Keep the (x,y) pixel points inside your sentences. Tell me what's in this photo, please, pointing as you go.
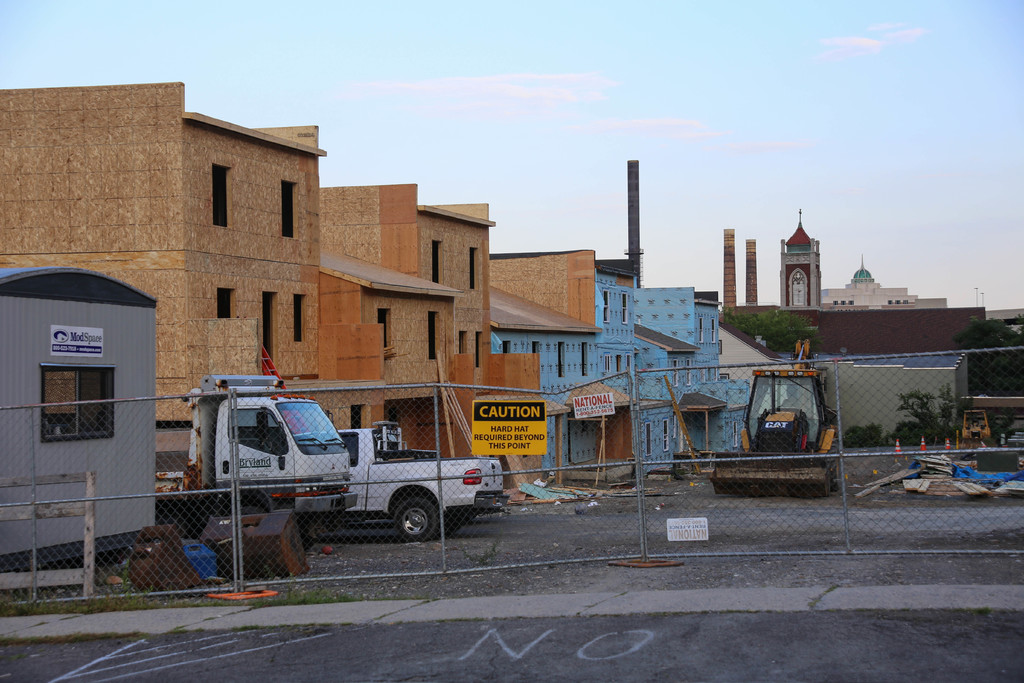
In this image there are buildings (549,366), in front of the buildings (309,377) there are few vehicles (498,469) and a few other objects (903,484) on the road (890,492) and there is a net fencing (662,525). In the background (812,137) there is a sky (758,108).
